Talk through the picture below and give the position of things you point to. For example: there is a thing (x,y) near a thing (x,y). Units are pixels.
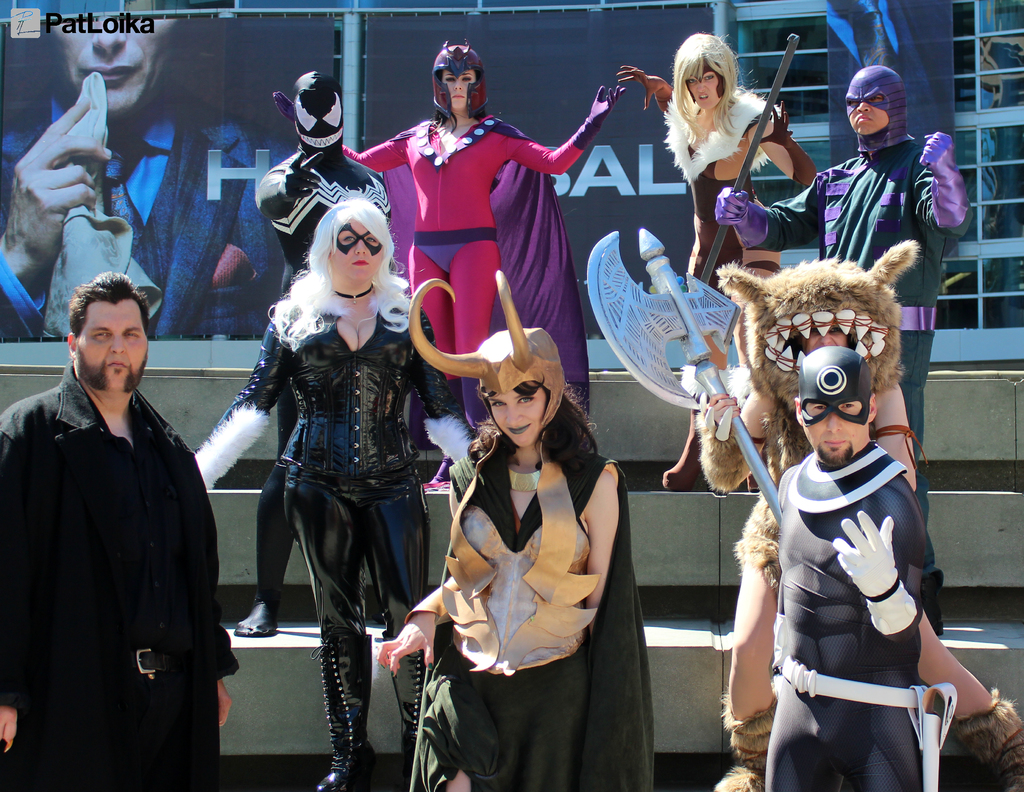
In this image we can see a group of people (805,654) wearing costume (885,252) are standing on the staircase (597,386), some are holding weapons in their hands (728,393). In the background (344,65), we can see banners (129,160) with picture (840,113) and some text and some metal frames (981,111).
